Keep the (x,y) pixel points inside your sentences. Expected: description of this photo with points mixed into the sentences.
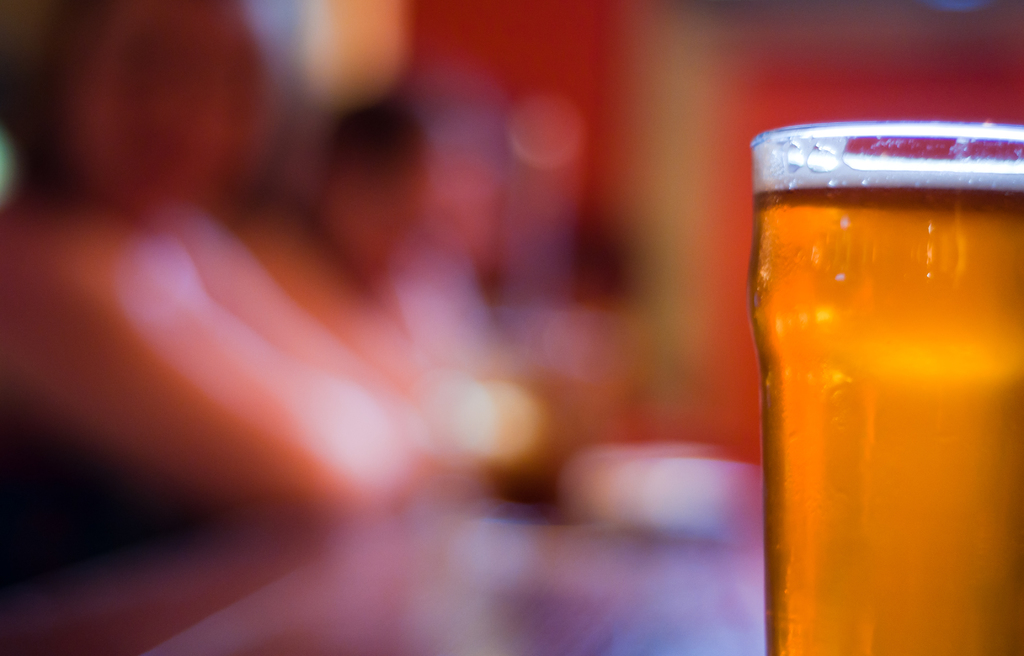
Here we can see a blur image. On the right side (770,348) we can see a glass (882,521) with drink (874,340).
